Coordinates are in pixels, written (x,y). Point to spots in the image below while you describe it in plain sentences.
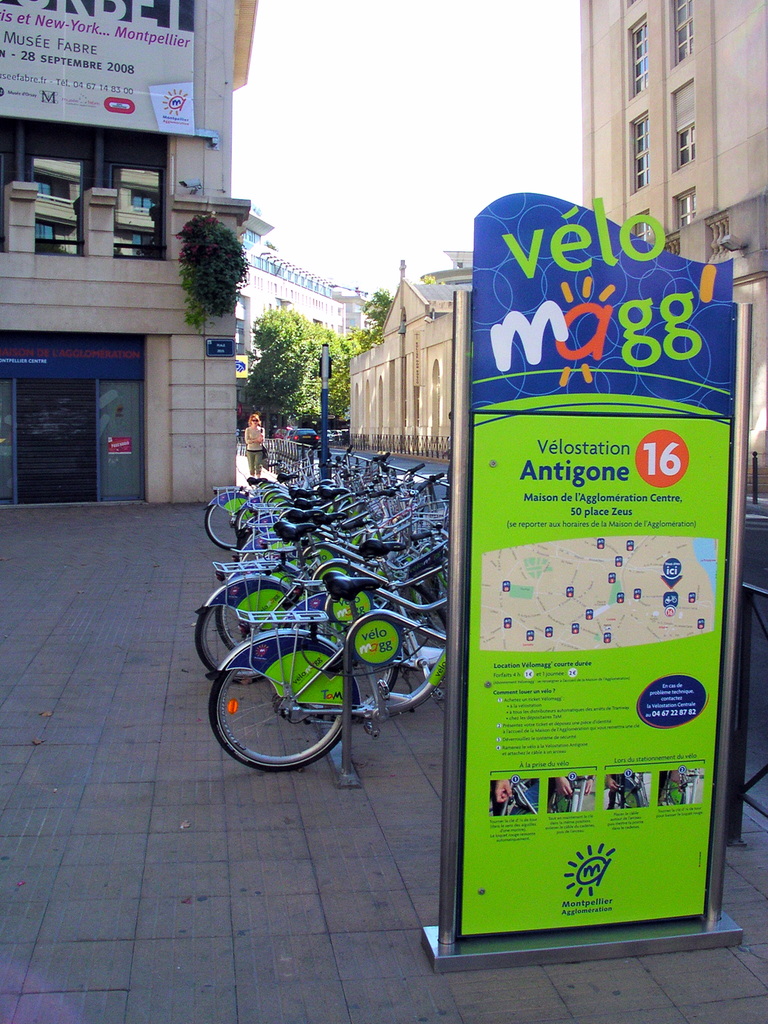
In this image there are some bicycles (323,621) at middle of this image (274,538) and there is one women (261,462) standing beside to these bicycles (357,611) and there are some trees (274,359) are beside to this person (254,450) and there are some buildings (113,349) in the background (78,361), and there is a sky (389,138) at top of this image (378,114). There is one advertising board (569,630) is at right side of this image (581,633).
